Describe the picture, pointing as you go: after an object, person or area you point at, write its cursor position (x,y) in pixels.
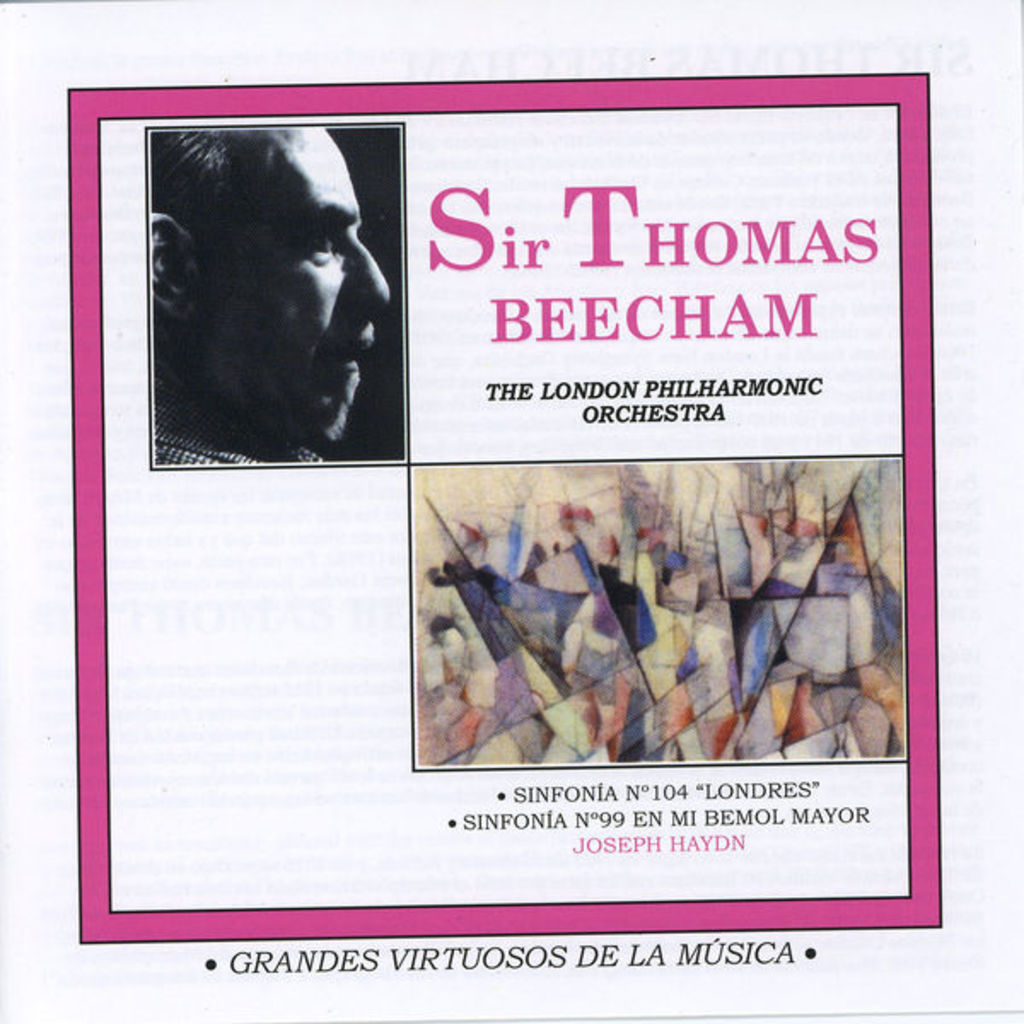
This image consists of a poster (262,600) in which there is a picture (259,440) of a man (298,396). To the right (800,299), there is a text (693,409). The poster border (98,265) is in pink color.
